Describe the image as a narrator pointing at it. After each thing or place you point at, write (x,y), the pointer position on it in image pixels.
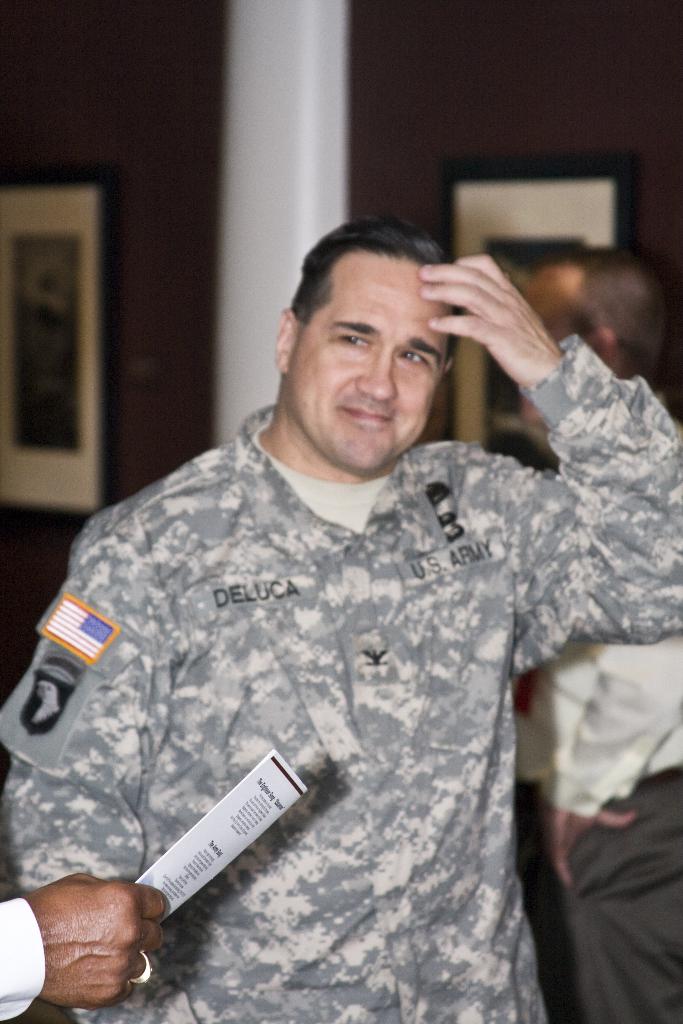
In this image we can see a man (517,577) standing. On the backside (606,664) we can see a person (635,822) standing and some frames (94,403) on a wall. On the bottom left (94,953) we can see the hand (132,978) of a person (137,928) holding some papers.
